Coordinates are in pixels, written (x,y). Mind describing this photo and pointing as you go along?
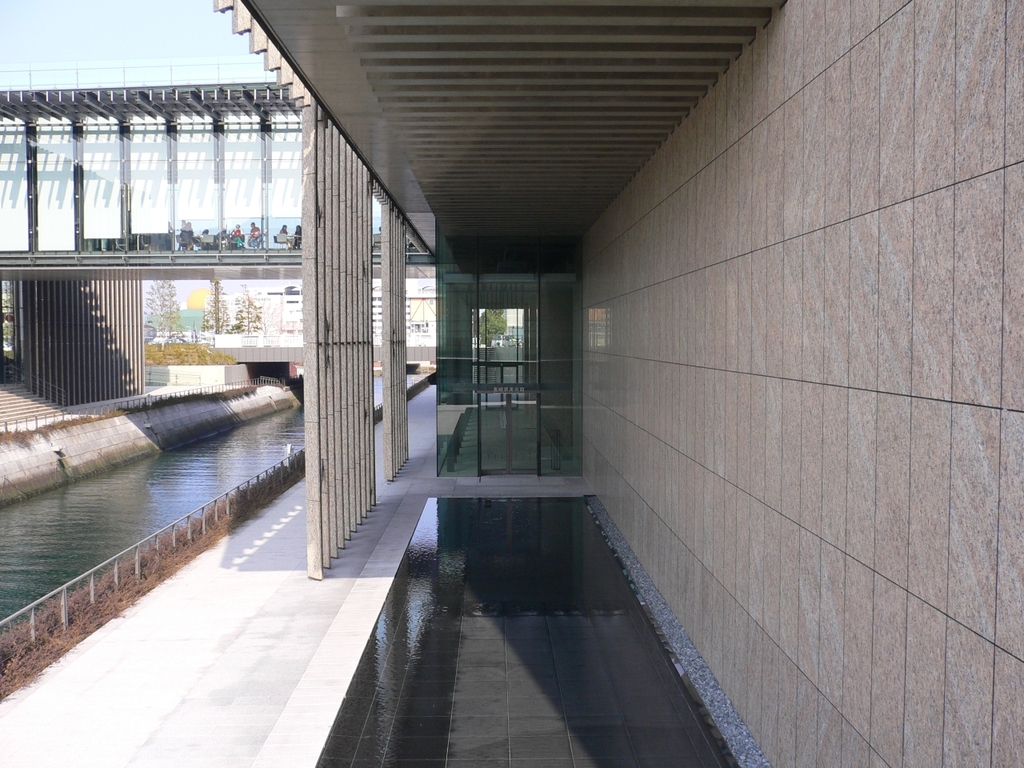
There are water (156,484) in the left corner (172,473) and there is a bridge (258,349) above it and there are few people (257,226) sitting in the left corner (190,239) and there are buildings (282,316) in the background (272,319).
